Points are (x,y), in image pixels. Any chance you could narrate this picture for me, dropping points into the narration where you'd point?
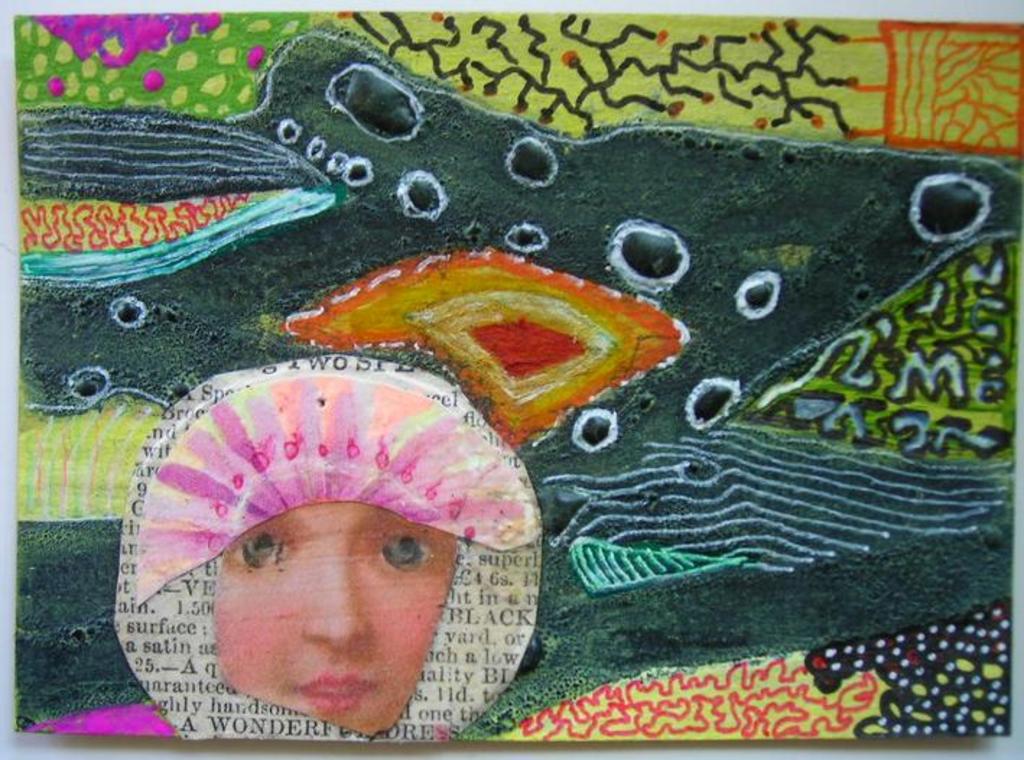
In this picture we can see a paper (514,593), there is some text (475,654) and painting (473,207) present on this paper (710,216), there is a person's face (323,509) on the left side (322,534), we can see a plain background (3,19).
